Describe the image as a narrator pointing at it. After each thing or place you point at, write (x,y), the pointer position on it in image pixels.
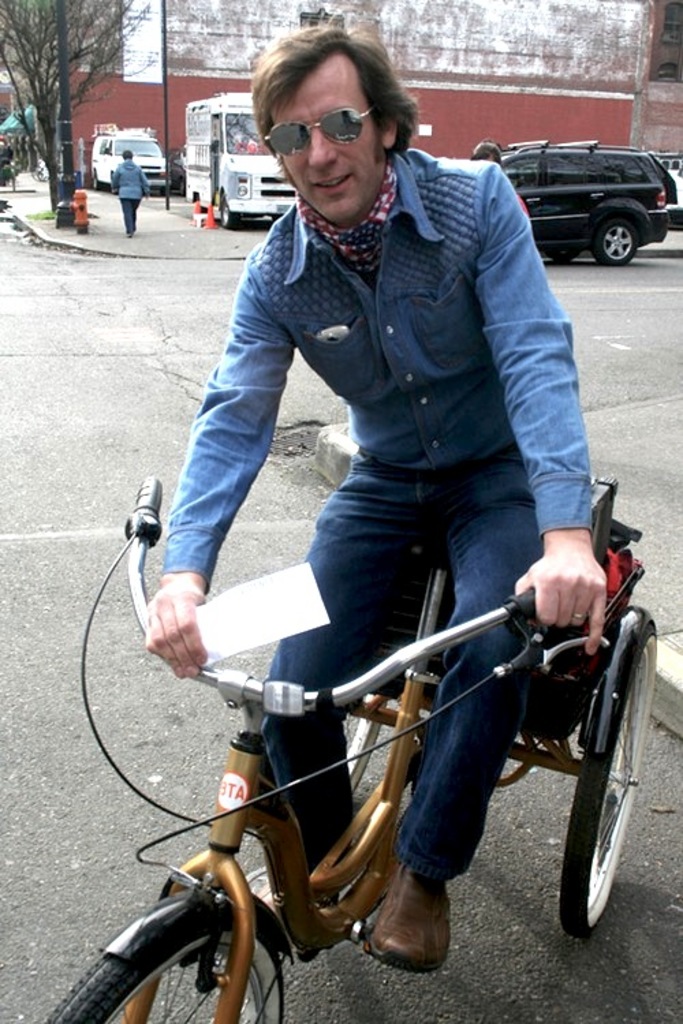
In this picture there is a man (419,532) riding a tricycle (402,740). There is a car (583,191), vehicle (237,169), traffic cone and a tree (41,70) at the background (31,50).
